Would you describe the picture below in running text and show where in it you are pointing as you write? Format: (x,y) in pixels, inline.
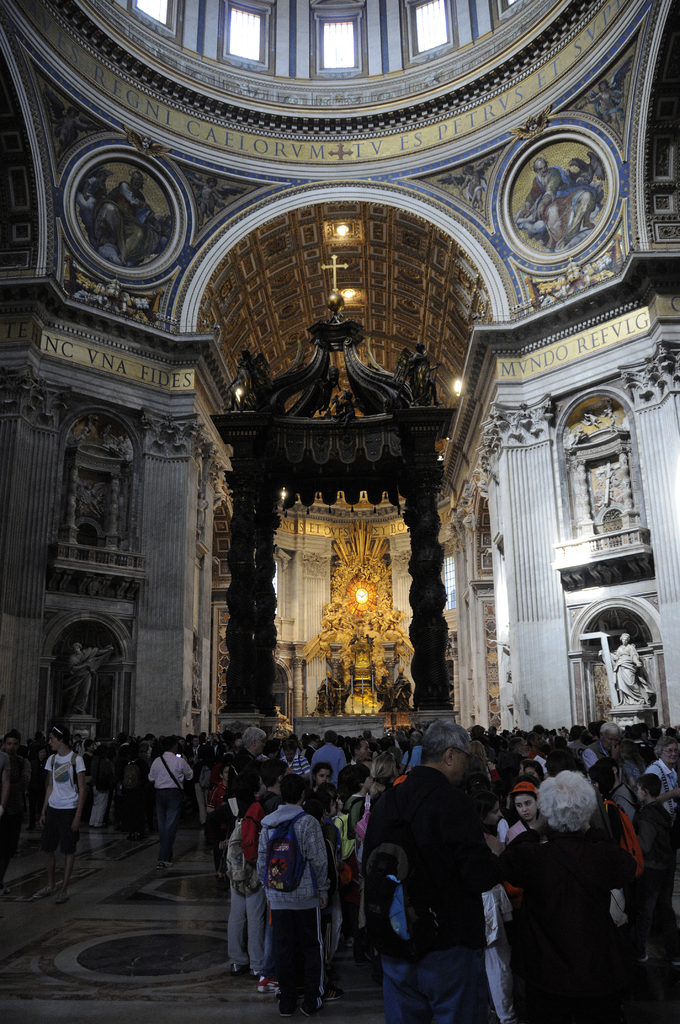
In front of the image there are people (350,879) standing on the floor (62,931). In the background of the image (212,682) there are pillars (492,510), sculptures (404,685), windows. There are carvings (578,470), pictures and some text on the wall (288,516).
